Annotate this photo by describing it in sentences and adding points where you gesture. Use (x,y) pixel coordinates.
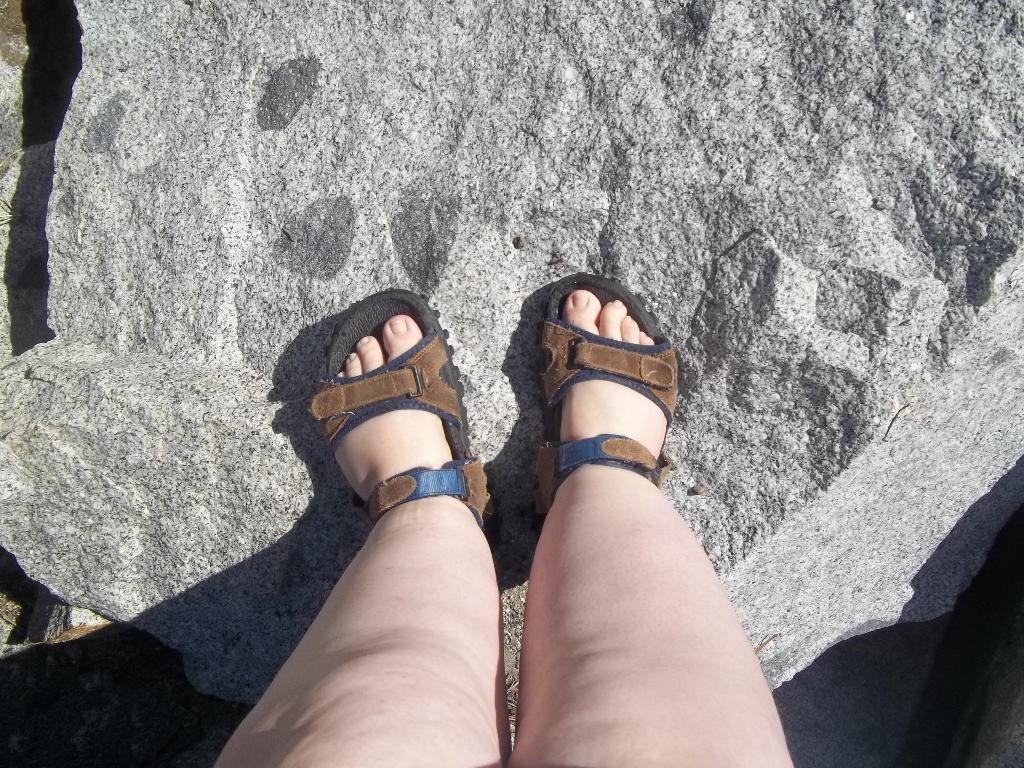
In this picture I can observe two human legs (418,440). There are two sandals (445,392). I can observe a rock (201,240) in this picture.
